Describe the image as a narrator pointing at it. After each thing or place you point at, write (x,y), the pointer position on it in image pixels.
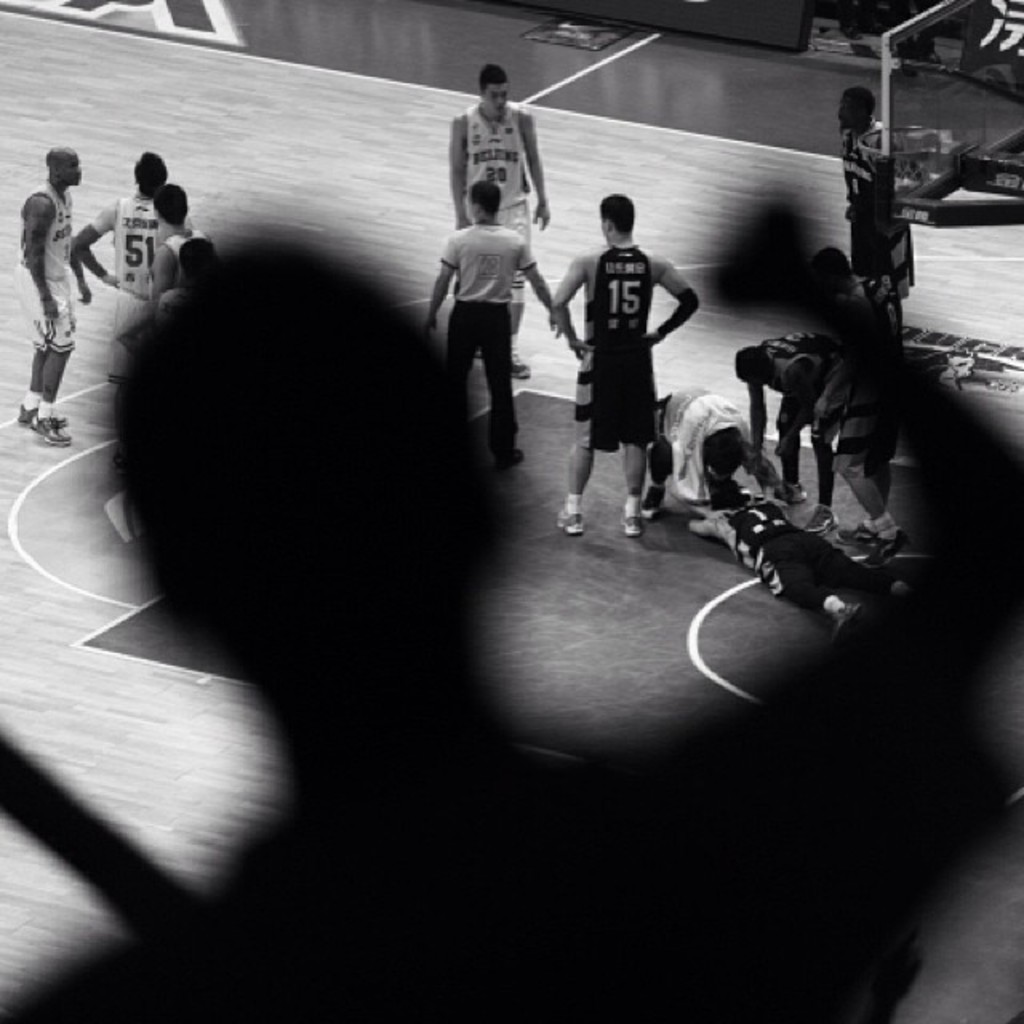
In this picture we can see basketball players (43,240) who are standing on this pitch (540,313). Here we can see a man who is standing on the stadium (32,98). These players (829,390) are wearing different dresses (720,413). In the middle (511,416) there is an umpire (495,291).
